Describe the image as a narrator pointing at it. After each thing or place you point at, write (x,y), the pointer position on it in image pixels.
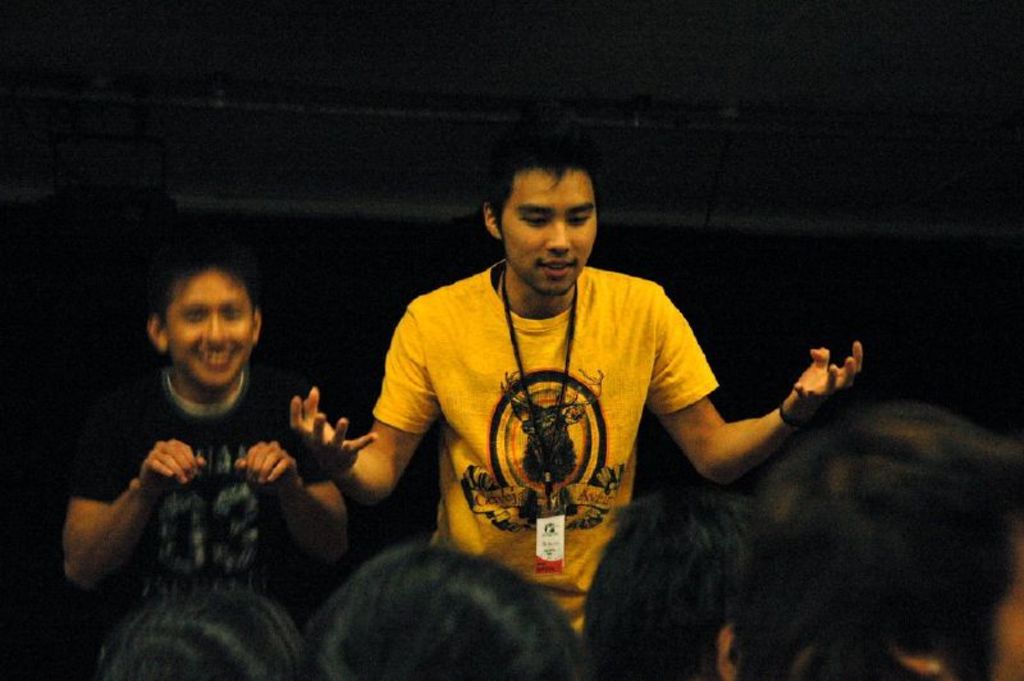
In this picture we can see two men (524,334) standing here, a person (488,341) on the right side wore a yellow color t-shirt (611,336), we can see some people's heads (778,596) at the bottom (614,592).
